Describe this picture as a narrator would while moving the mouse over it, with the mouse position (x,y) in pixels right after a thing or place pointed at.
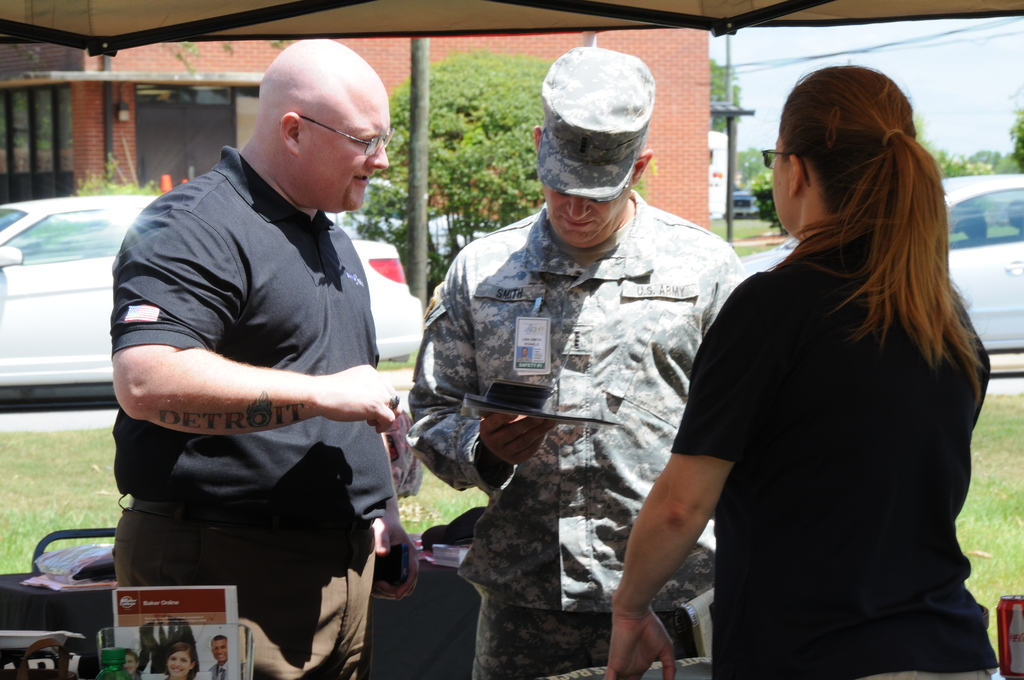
In this picture I can see three persons (550,368) standing, a person (566,460) holding an item (499,392), there are papers (206,600), tin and some other items (16,672), there are vehicles (3,212), a house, there are trees (963,172), and in the background (969,79) there is sky (973,74).
